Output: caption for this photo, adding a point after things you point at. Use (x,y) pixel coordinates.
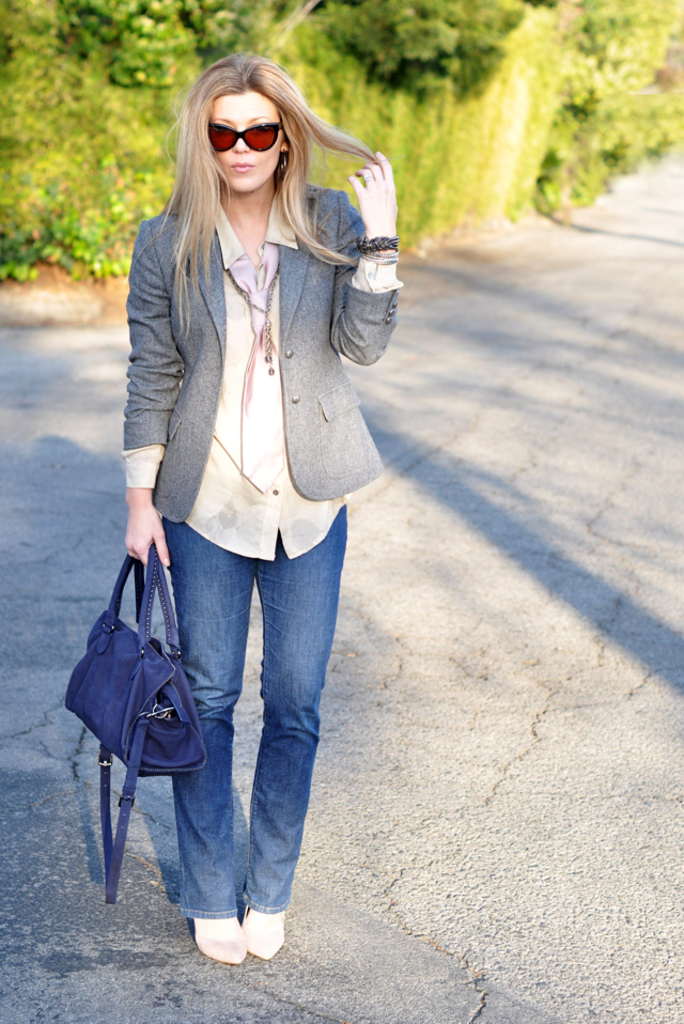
This is a picture of a woman (166,483) holding a blue bag (120,690) standing on a road (414,560). Background of the woman (203,367) is a trees (578,83).
